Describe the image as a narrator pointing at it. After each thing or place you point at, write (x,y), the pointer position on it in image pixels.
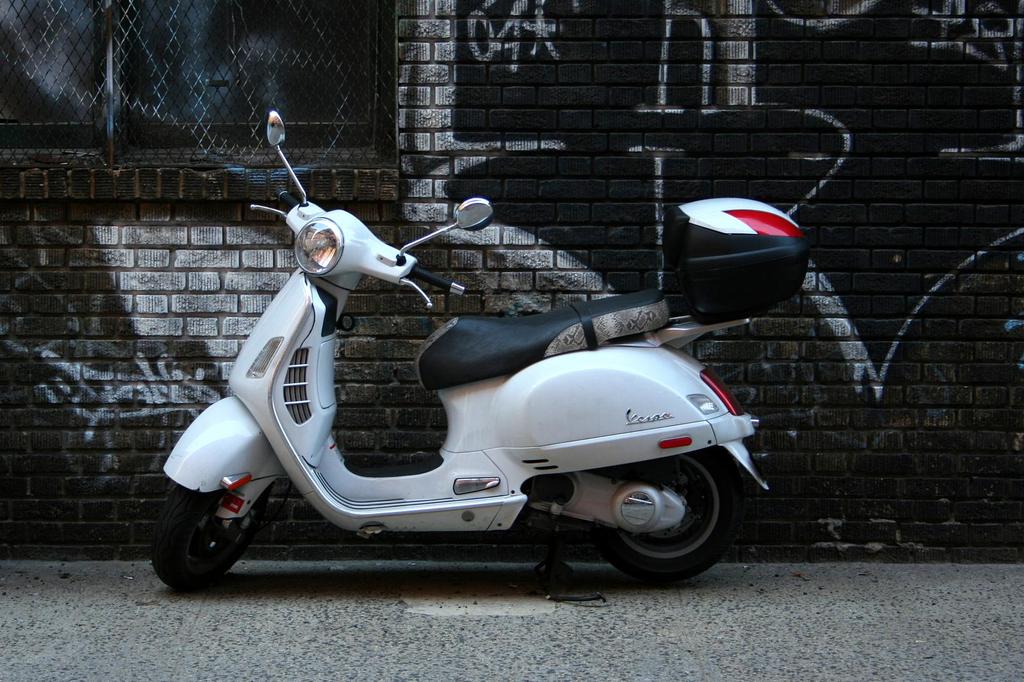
In this image I can see a white scooter (250,354) and there is a building (577,143) at the back (386,106) which has a window (218,93) on the left (336,82).
